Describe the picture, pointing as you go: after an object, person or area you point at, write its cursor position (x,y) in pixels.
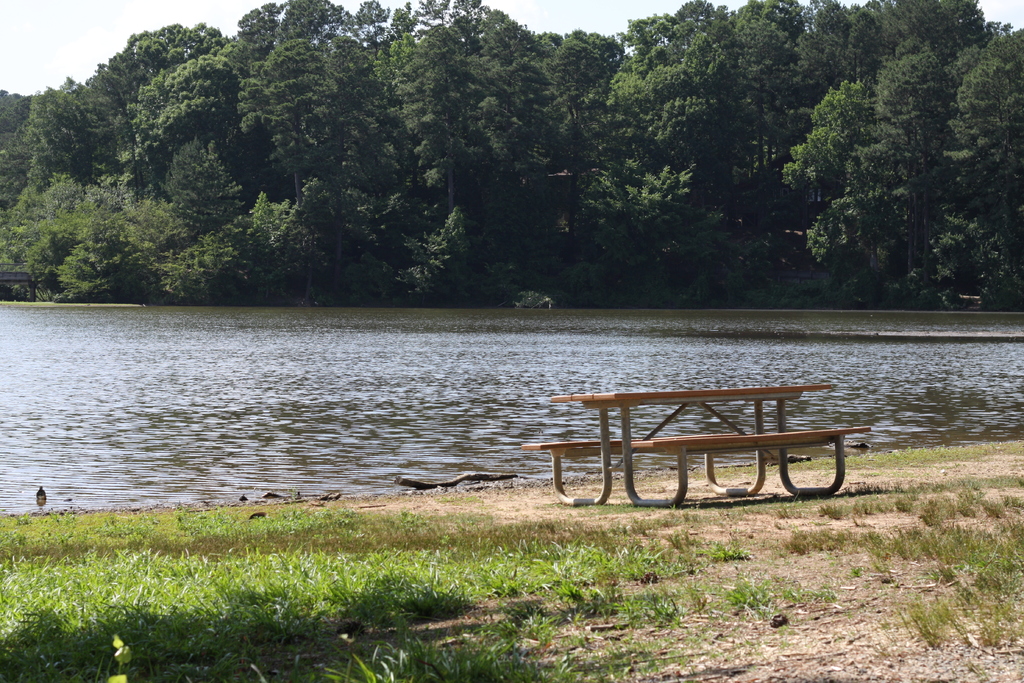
In this image we can see a table (632,442) and some wood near the water (566,424), there we can also see few trees (148,167) and grass (552,620).
